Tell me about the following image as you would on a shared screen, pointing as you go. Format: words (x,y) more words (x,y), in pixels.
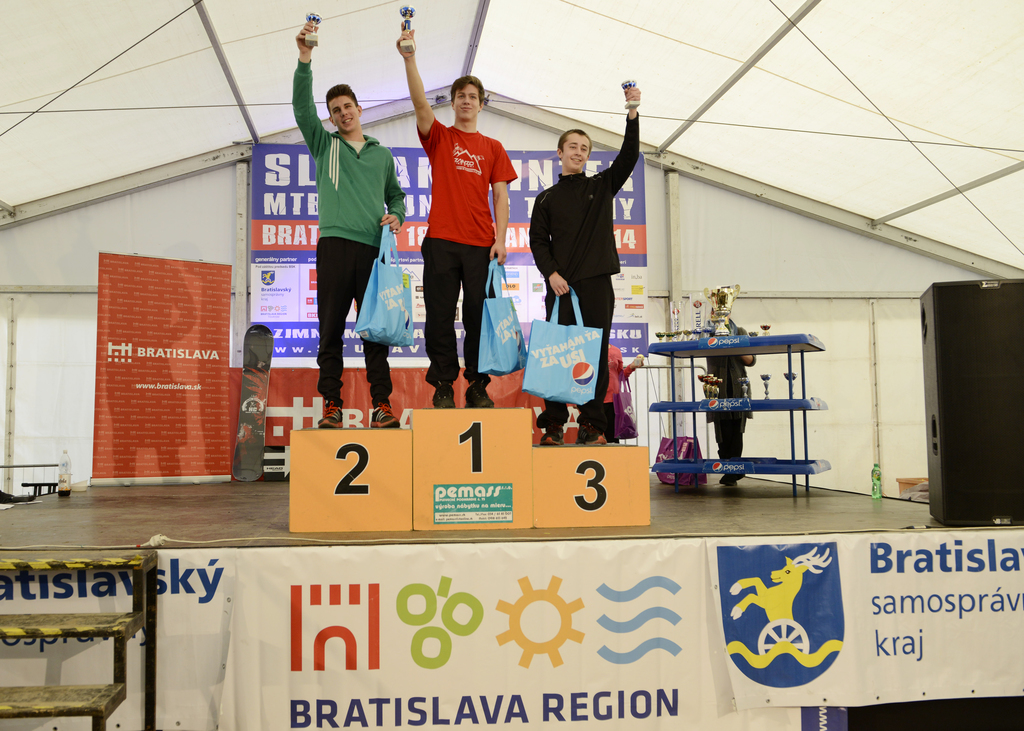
Here I can see three men (560,213) are standing on the stage (219,499). They are holding bags (546,366) and trophies (406,18) in the hands (300,35) and smiling. On the right side of the stage (754,502) I can see few trophies (720,322) are placed in a rack (776,407). At the back of it a person (727,374) is standing. In the background (186,368) there are few banners (270,302) are attached to the wall (126,219). In front of the stage (236,534) I can see the stairs (63,687) on the left side (52,700). On the right side (977,413), I can see a speaker (941,447) which is placed on the stage (793,524).
